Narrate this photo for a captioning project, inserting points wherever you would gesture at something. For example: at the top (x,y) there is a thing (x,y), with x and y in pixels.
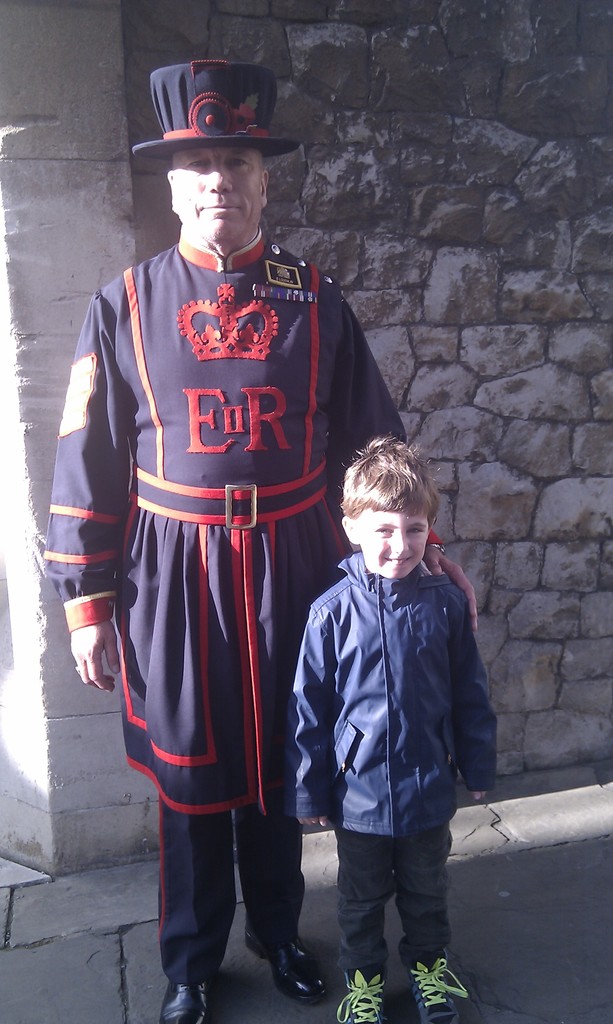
In this image in the center (229,429) there is one man (240,624) and one boy (346,789) standing and in the background (361,220) there is wall (348,107), at the bottom (530,909) there is a walkway (145,939).
